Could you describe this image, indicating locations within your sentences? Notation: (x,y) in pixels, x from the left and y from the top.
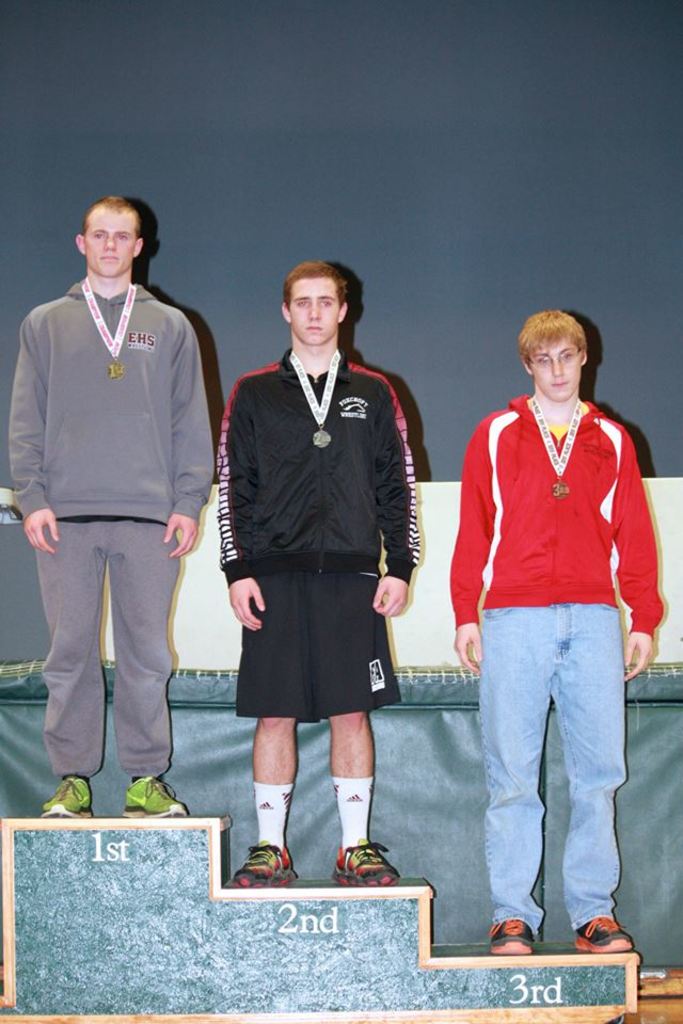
In this image in the center (282,560) there are three persons (365,633) standing on a stool (266,910), and in the background (276,37) there is a curtain (450,736) and it looks like a wall (523,286).
